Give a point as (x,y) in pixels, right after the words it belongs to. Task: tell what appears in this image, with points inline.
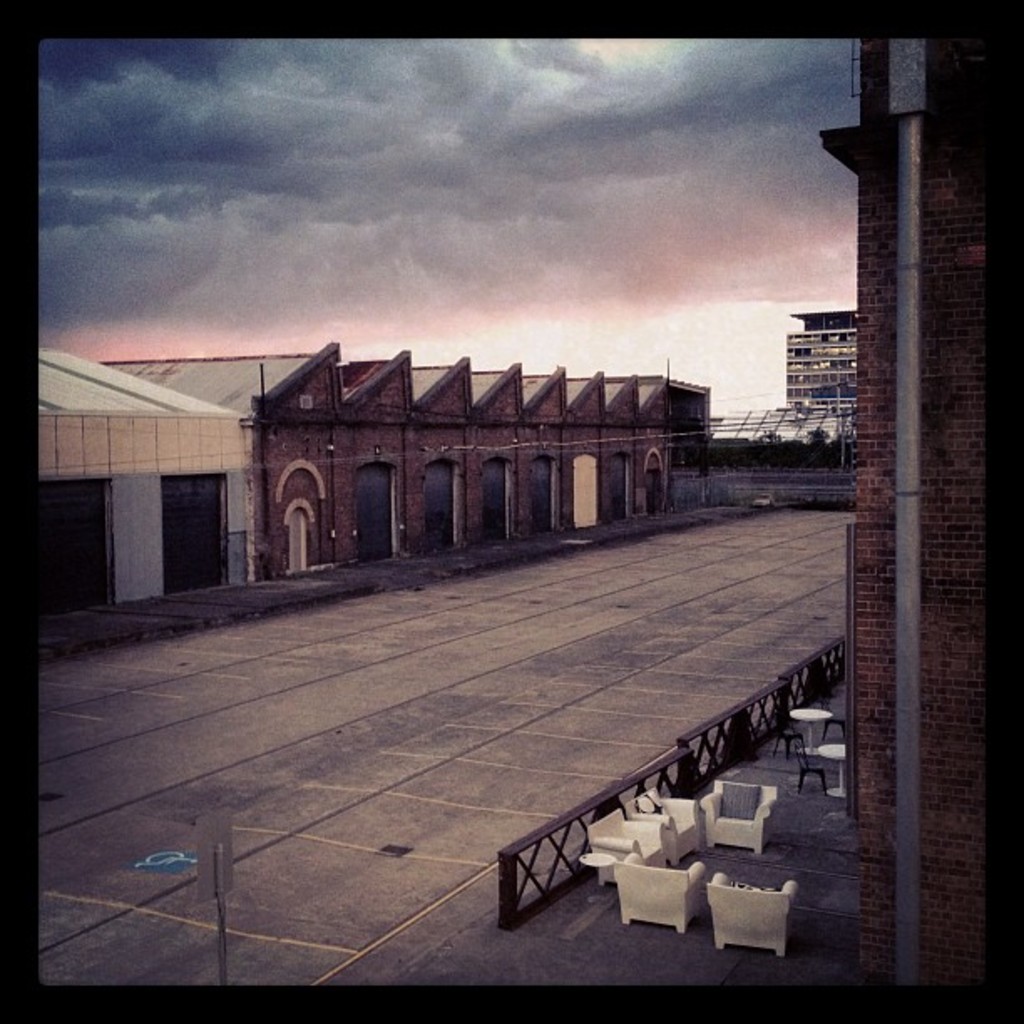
In this picture we can see chairs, tables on the ground (356,798) and in the background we can see buildings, sky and some objects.
